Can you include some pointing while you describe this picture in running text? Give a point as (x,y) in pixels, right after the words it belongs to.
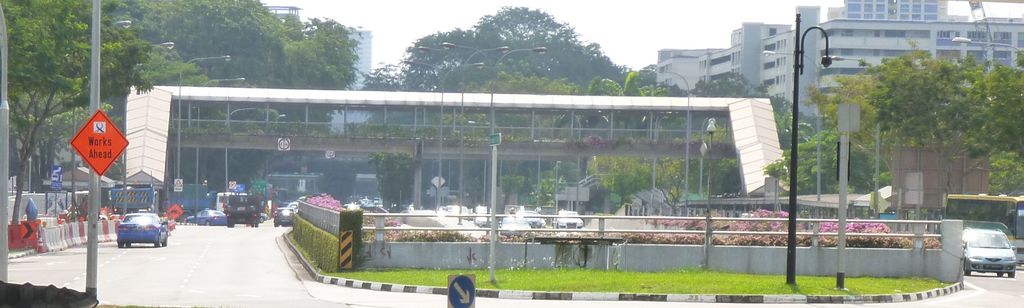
In this picture there is a road (161,262). In the front (177,261) there are some cars (192,222) on the road (965,297). In the center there is a fencing railing (918,243) and some pink color flower plants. Behind there is an overhead bridge (684,128) and some huge trees (466,32) in the background (167,13). On the right side (804,86) we can see the building (760,68) and some trees (861,86).
